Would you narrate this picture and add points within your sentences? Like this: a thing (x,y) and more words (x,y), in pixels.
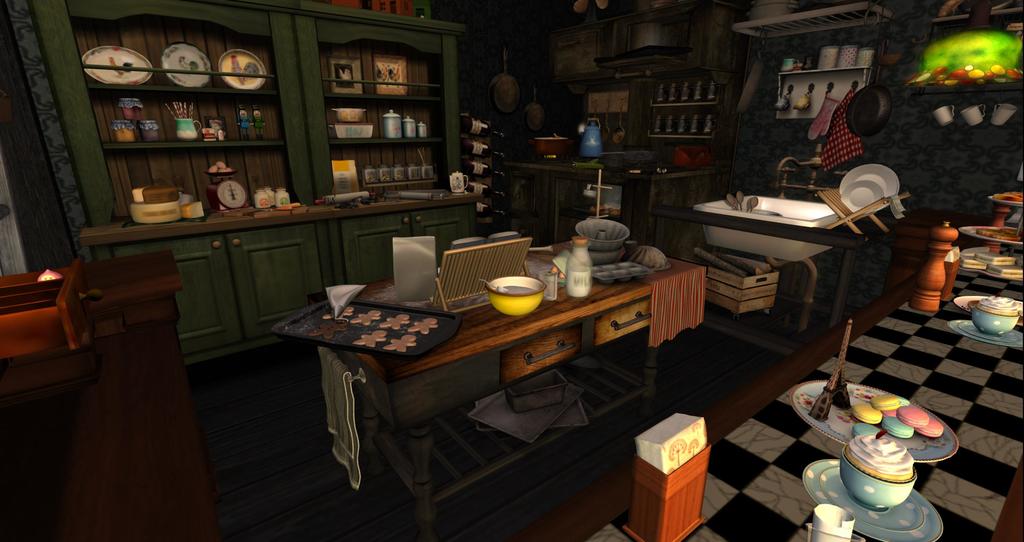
In this image I can see few bowls (592,244), bottles (573,259), tray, food items (378,313), plates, tissues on the brown color table (631,299). We can see sink (782,211), tap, spoons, stove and some vessels (567,146). In the background (310,260) I can see green color cupboard (290,214) and some objects (214,191) are inside it. We can see a cloth (353,406).
